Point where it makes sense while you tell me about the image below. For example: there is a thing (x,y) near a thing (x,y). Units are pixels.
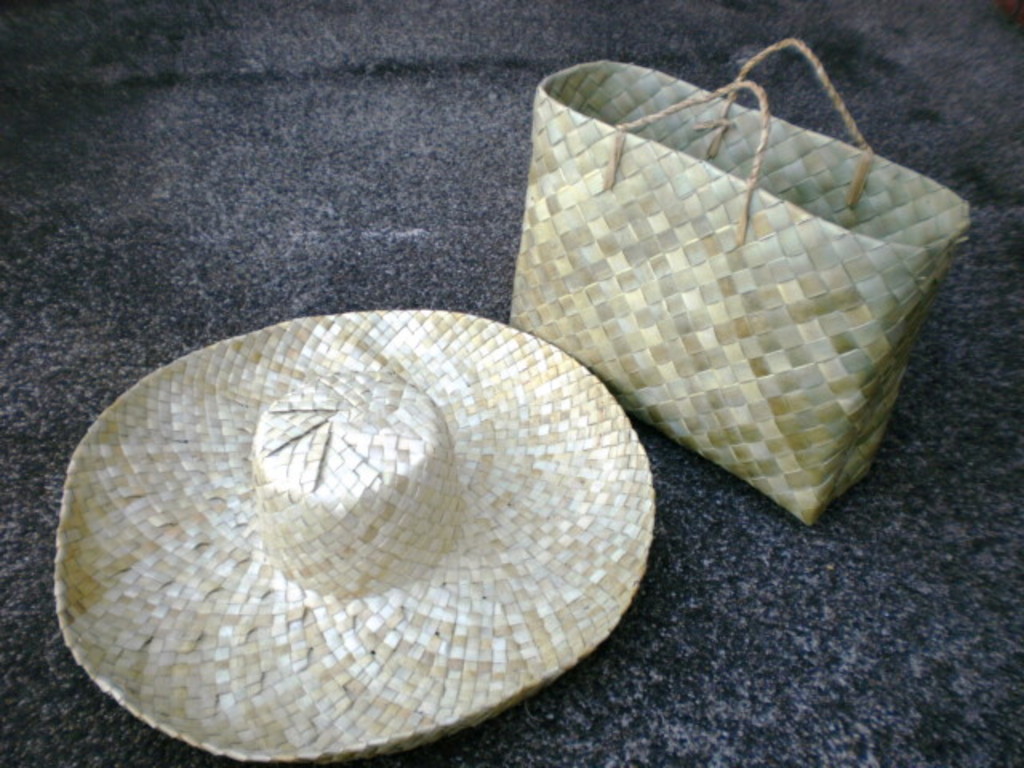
In this picture there is a hat (346,467) and a basket (742,357) on the ground (789,638). Both of them are made up of dried leaves (605,397).
